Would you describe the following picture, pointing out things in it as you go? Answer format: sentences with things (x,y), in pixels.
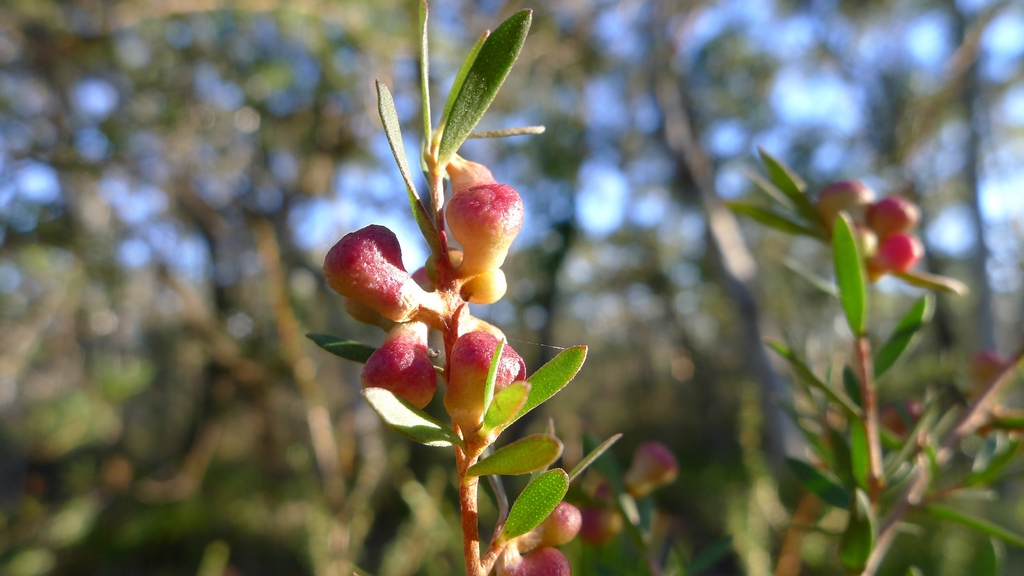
In this image we can see buds (482,402) to the plants (891,439). In the background (714,282) there are trees (539,276) and sky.
